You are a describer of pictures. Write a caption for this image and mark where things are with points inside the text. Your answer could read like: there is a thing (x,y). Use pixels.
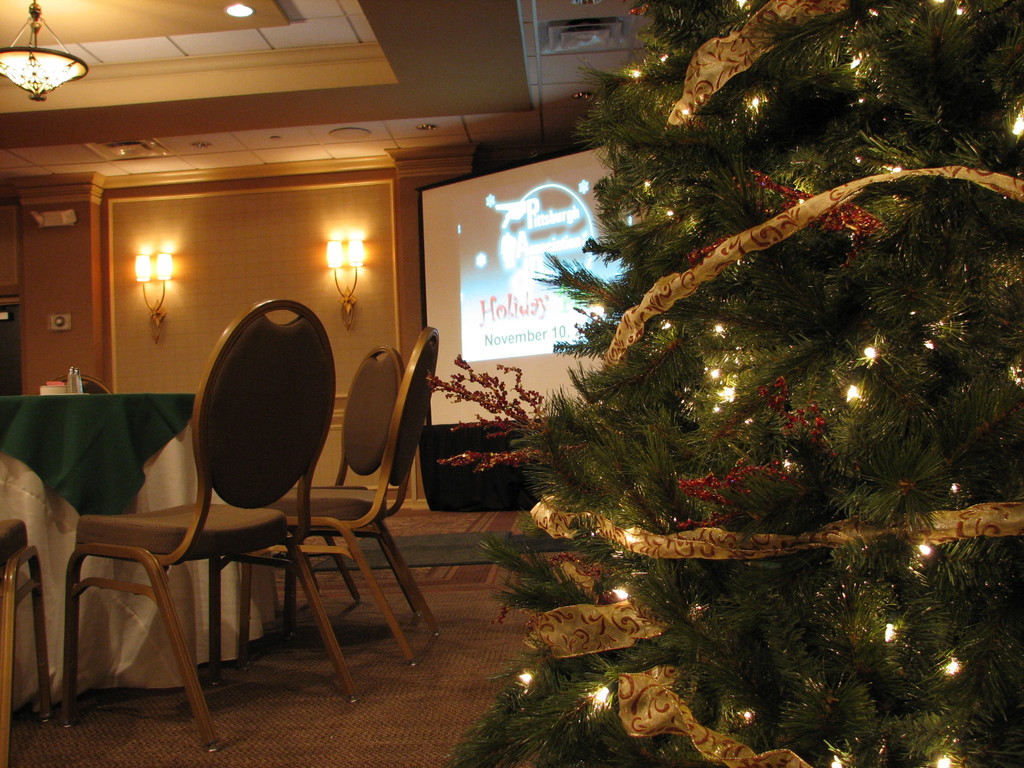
In this picture we can see Christmas tree (840,428) with lights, chairs (309,428), table (112,444), lights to wall (318,211), screen (498,204).
